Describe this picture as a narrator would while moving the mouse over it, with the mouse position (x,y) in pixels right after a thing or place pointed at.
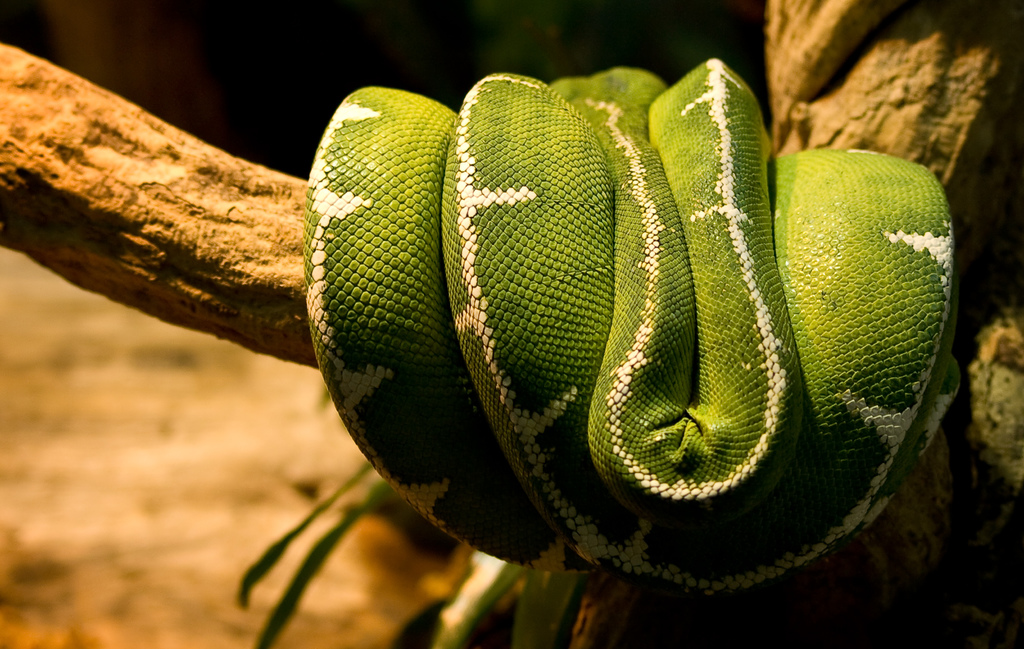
To the branch (86,180) there is a snake (634,265). In the background (561,63) it blur.
